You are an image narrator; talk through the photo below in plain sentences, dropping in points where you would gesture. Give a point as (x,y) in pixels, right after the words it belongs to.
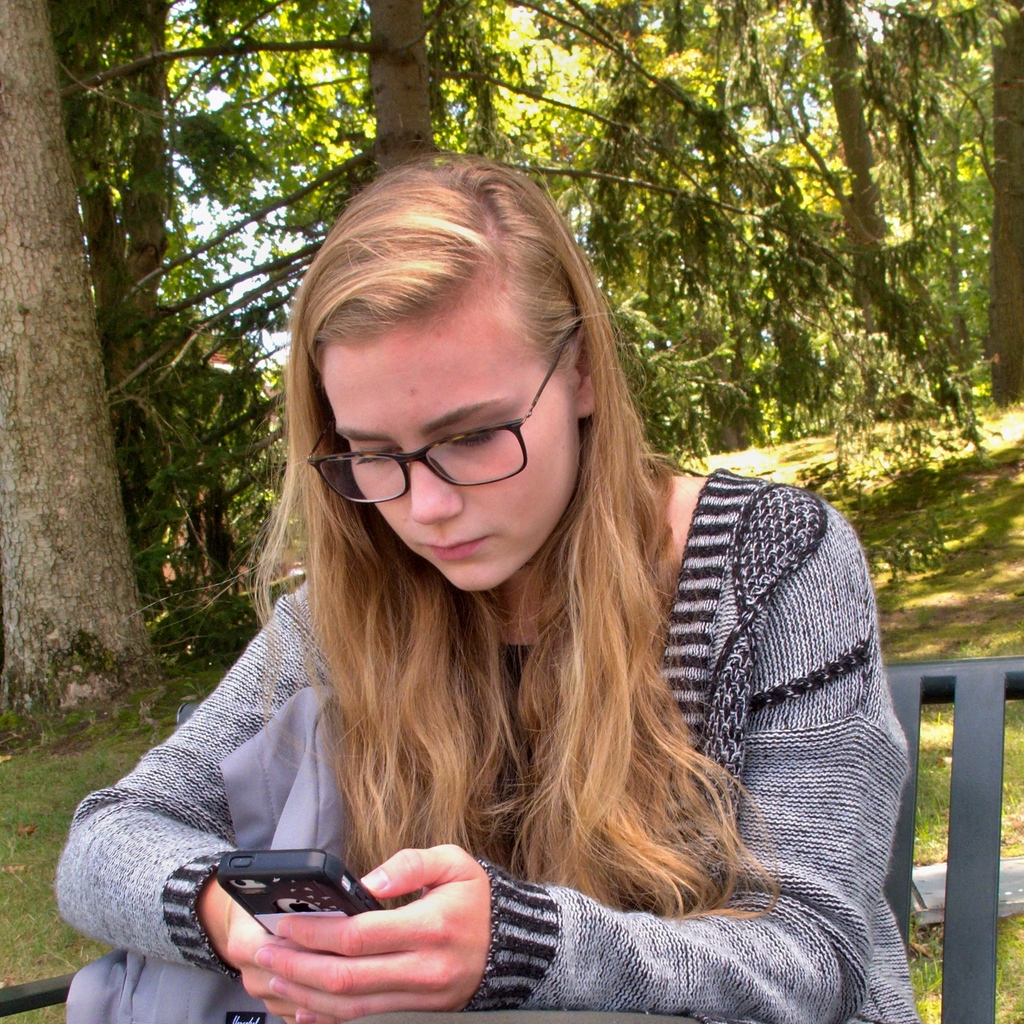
Here we can see a woman (438,233) is sitting on the chair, and holding a mobile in her hands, and at back (129,388) here are the trees (438,48), and here is the grass (960,539).
